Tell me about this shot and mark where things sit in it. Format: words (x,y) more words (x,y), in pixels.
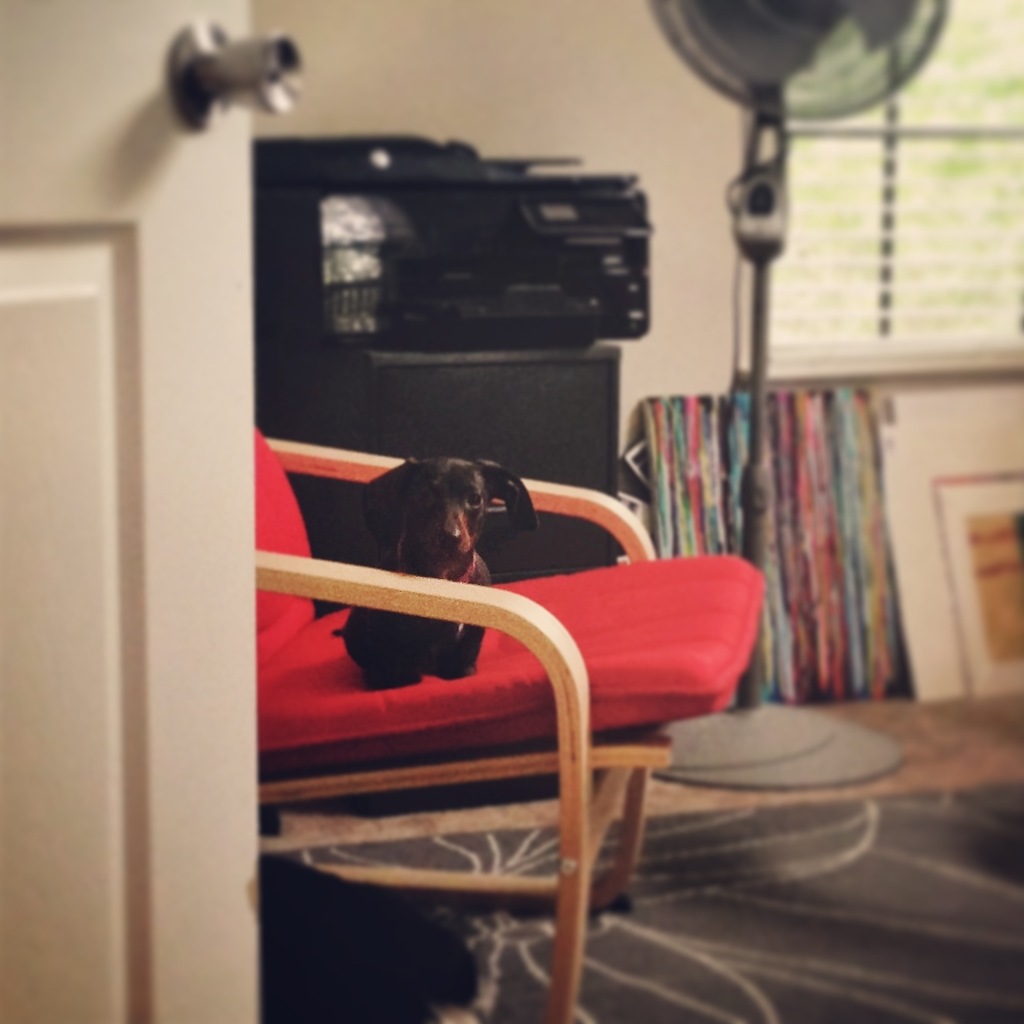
This is a picture of a room (740,550) in this picture in the center (355,606) there is one chair (546,576), on the chair (452,594) there is one dog (422,653) and in the background (821,475) there are some objects (819,505), printer (388,290), pole (771,223), fan (783,95), window (872,170), photo frame (980,610), wall (941,635). At the bottom (724,874) there is floor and on the left side (73,404) there is door (73,462).
